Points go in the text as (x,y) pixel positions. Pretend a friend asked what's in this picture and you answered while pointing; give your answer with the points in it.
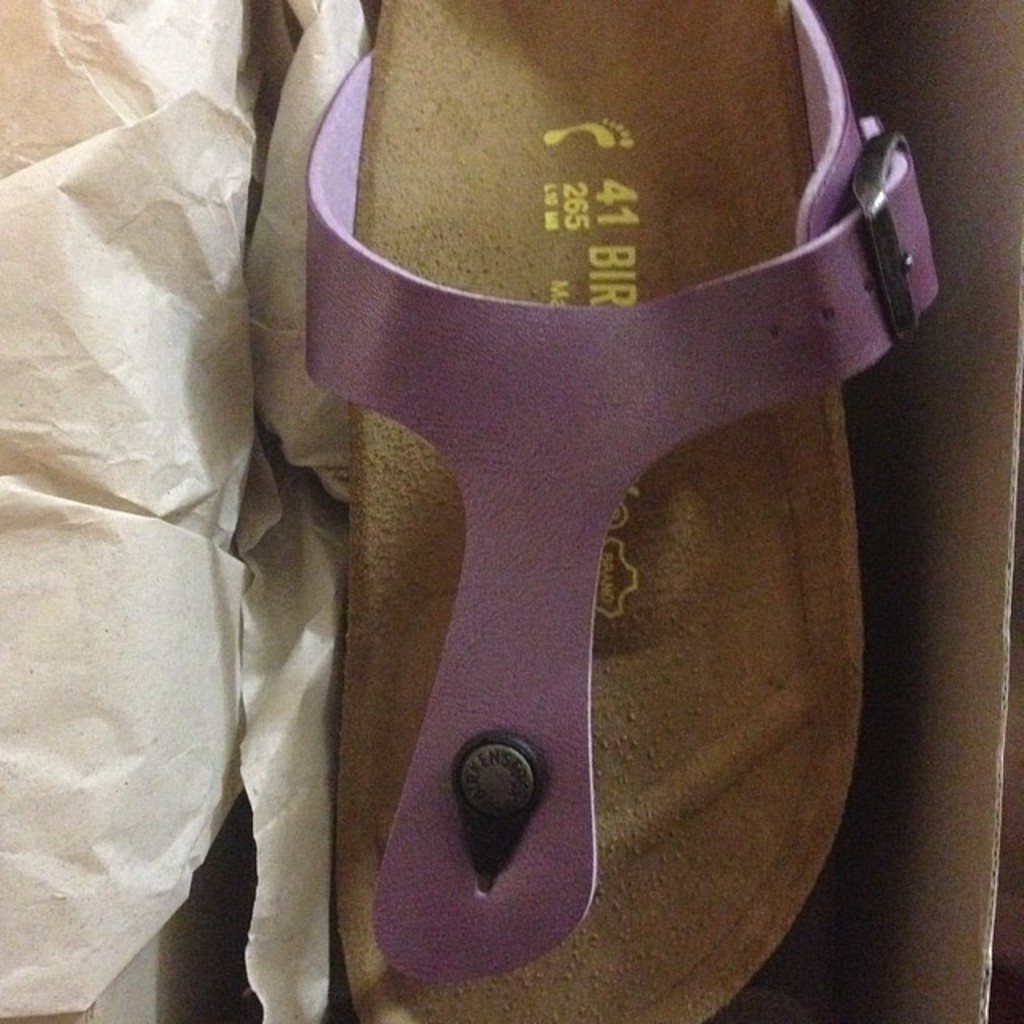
In this image we can see a chappal (668,520) placed in the carton (919,806) and there is a paper (190,580).
